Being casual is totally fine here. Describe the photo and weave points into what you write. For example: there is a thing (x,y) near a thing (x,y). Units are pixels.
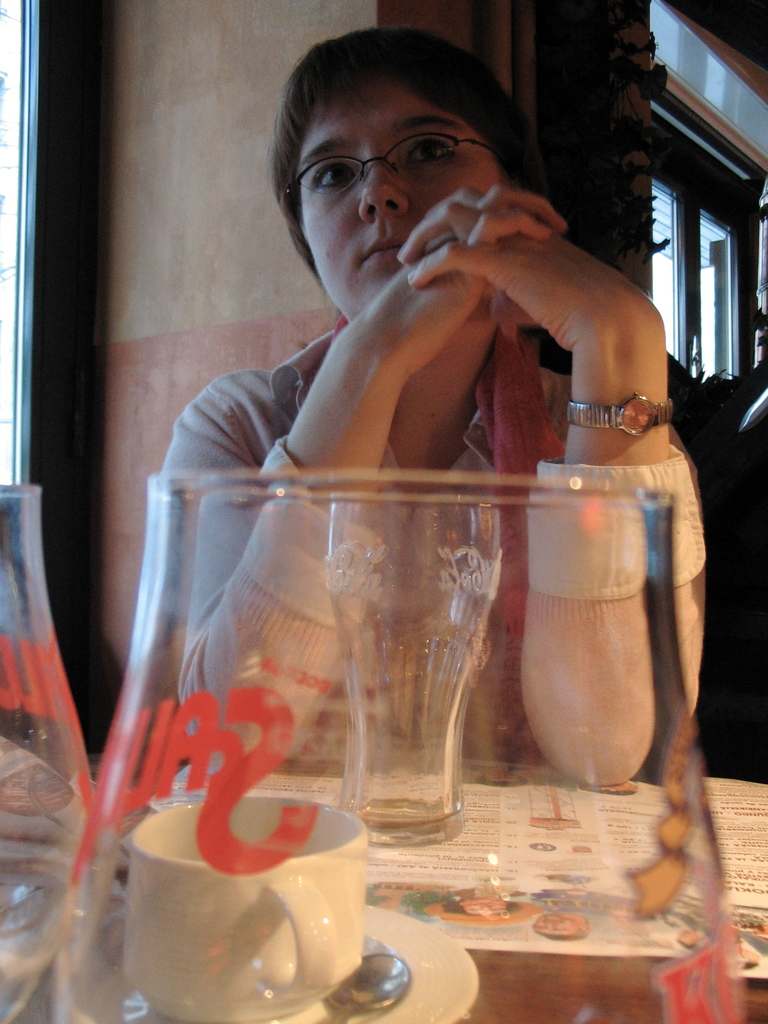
In this image I can see a person (290,376) wearing pink and white colored dress (293,551) is sitting in front of a table (370,886) and on the table (560,893) I can see a paper (575,860), few glasses (405,853), a cup (291,869), a saucer (436,973) and a spoon (388,971). In the background (207,341) I can see the wall (193,195), a plant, few windows (728,351) and few other objects (710,442).
